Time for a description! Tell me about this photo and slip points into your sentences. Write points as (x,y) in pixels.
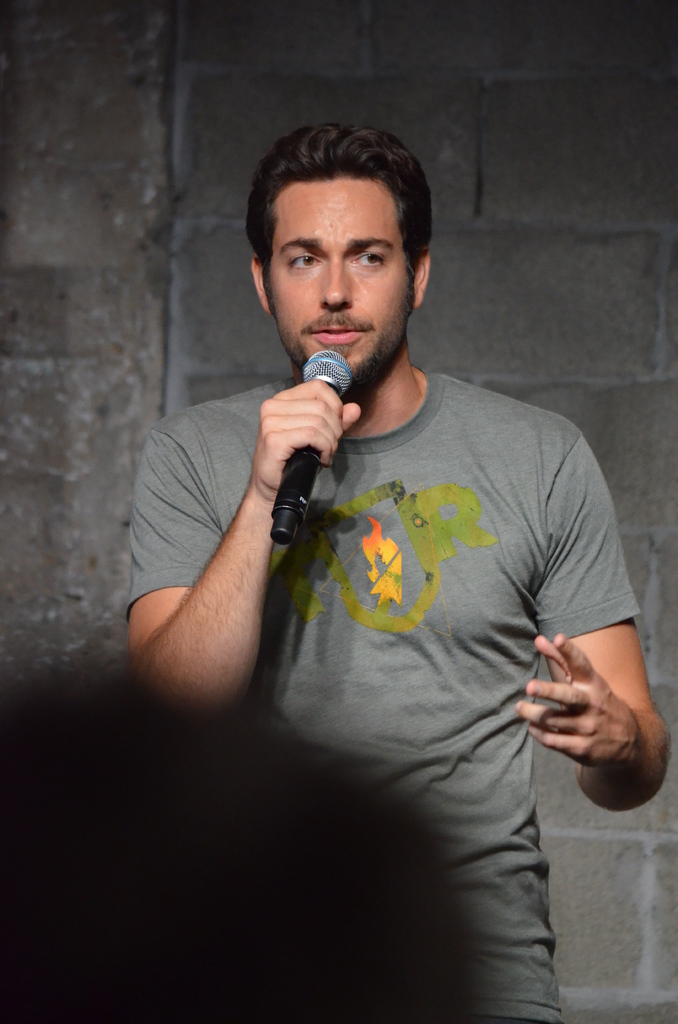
In this image I can see a person (350,454) standing. He is wearing the grey color t-shirt (461,633) and he is holding the mic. In the back (235,139) there is a grey color wall (504,115) and I can see some shadow (262,873) here.
